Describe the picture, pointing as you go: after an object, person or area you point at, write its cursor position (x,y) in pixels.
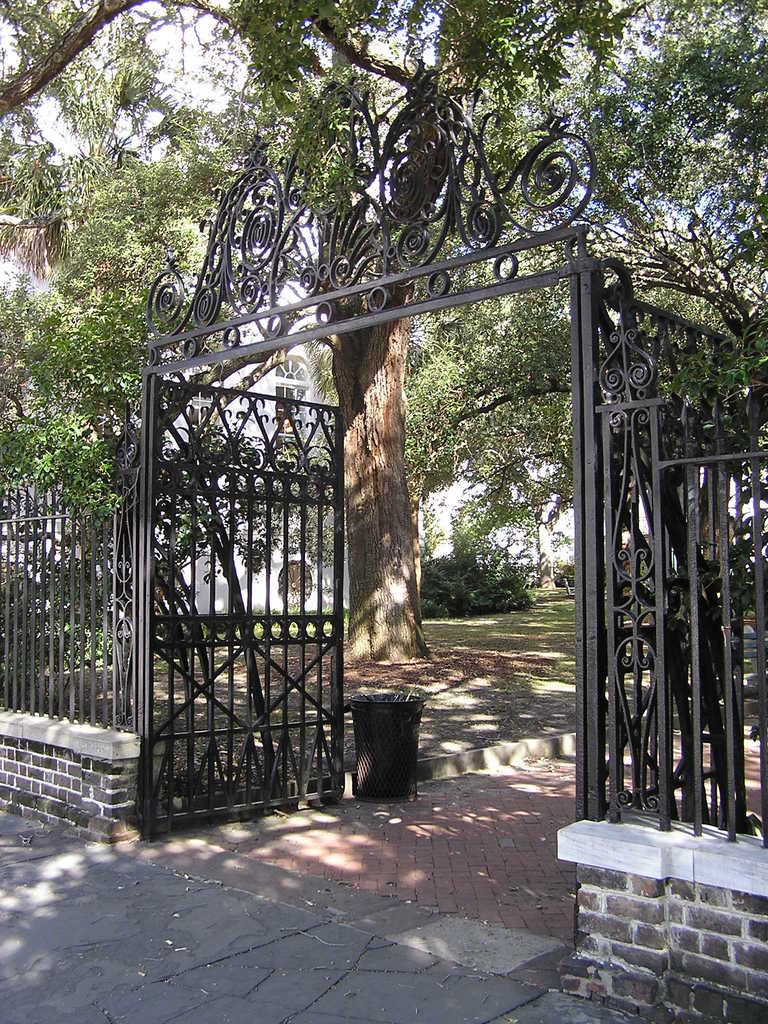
In the picture we can see a black gate (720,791) which is opened and besides the gate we can see black color railings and inside the gate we can see some plants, trees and from it we can see a building wall (236,419) which is white in color with window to it.
